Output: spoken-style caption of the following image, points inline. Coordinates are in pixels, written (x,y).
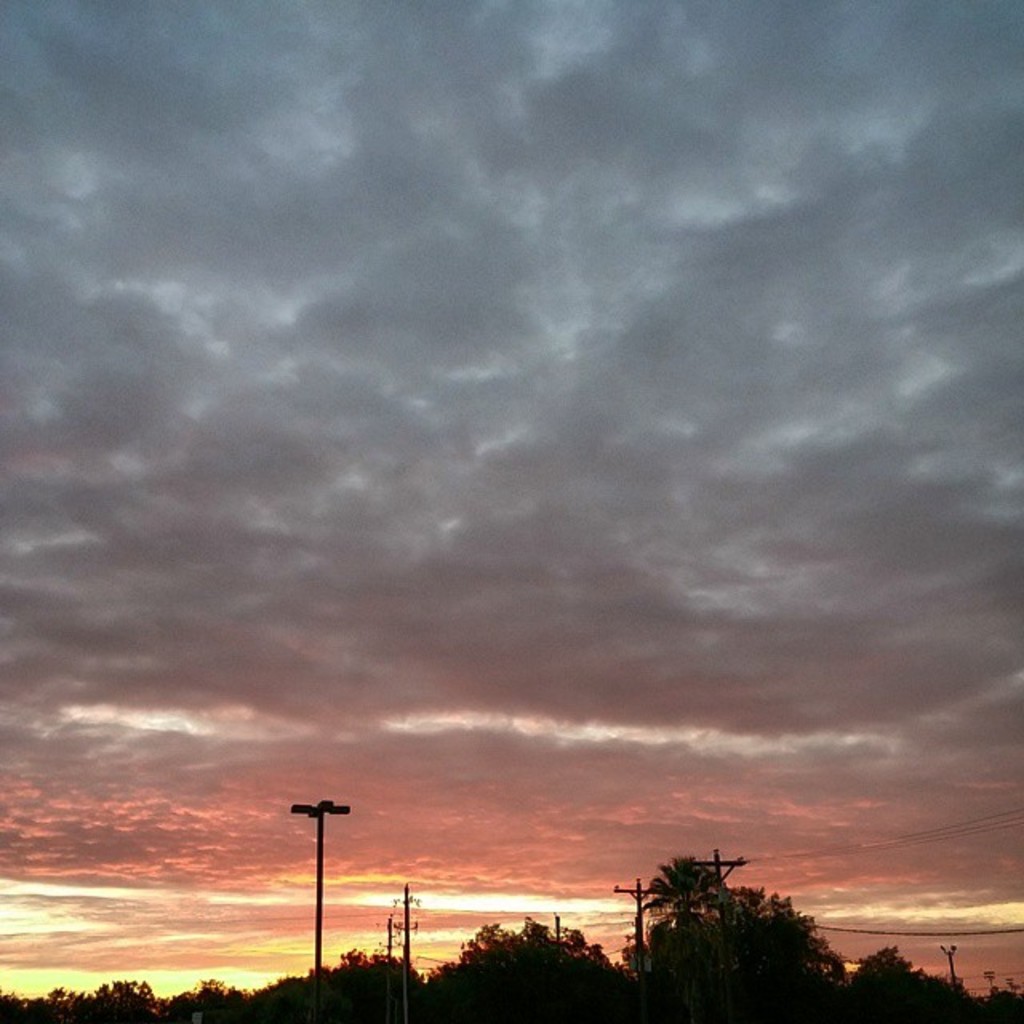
In this image, these are the clouds (519,534) in the sky (723,563). At the bottom of the image (762,943), these are the trees (549,948). I can see the current poles (641,912).
